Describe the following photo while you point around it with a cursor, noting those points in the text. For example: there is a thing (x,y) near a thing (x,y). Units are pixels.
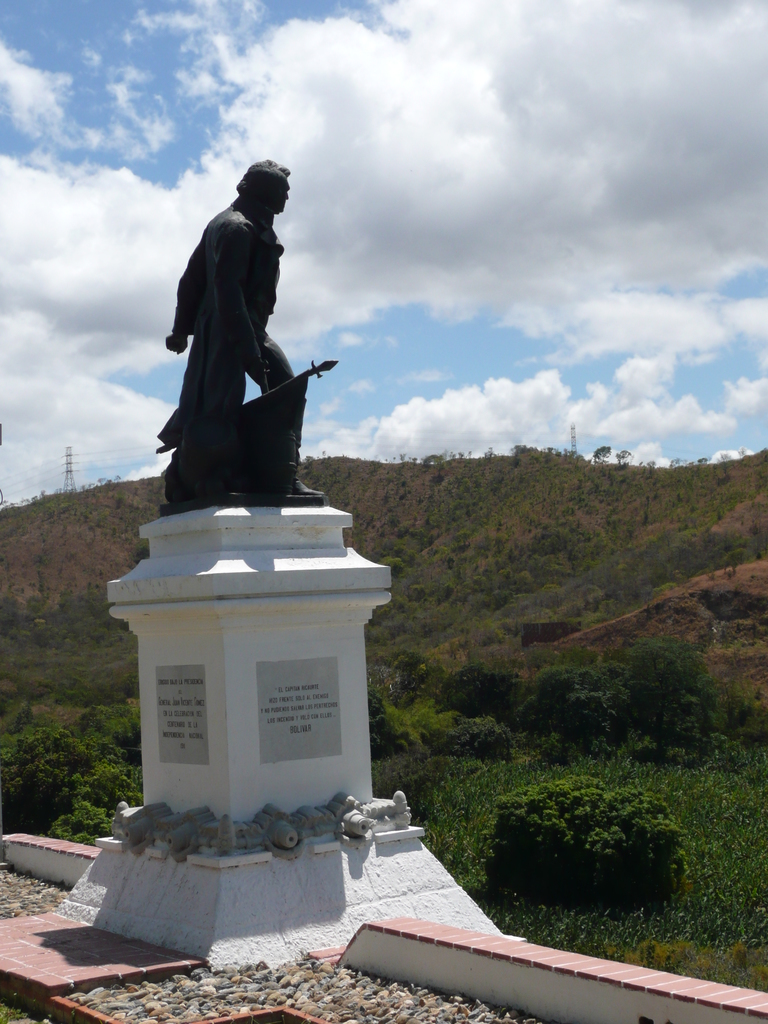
In this image there is one statue (249,221) and pillar (304,825), and in the background (637,799) there are some trees (547,586), plants (562,775), grass (740,884) and some towers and wires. At the bottom (152,959) there is a walkway (36,963) and some small stones (333,969), at the top (156,176) there is sky (456,351).
